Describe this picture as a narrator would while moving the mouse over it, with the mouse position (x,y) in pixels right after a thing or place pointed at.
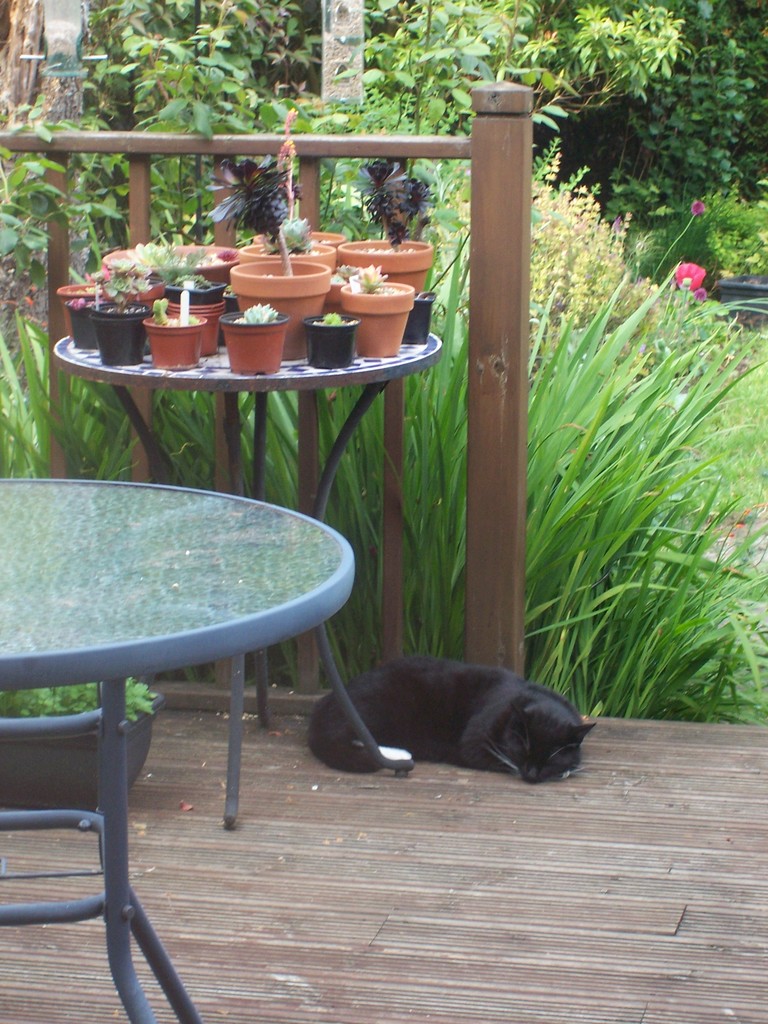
In this picture there is a animal (341,771) lying over here under the table (268,613) there are some plants (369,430) over here and in the backdrop of some plants (645,161) grass (623,587) trees (389,100).
